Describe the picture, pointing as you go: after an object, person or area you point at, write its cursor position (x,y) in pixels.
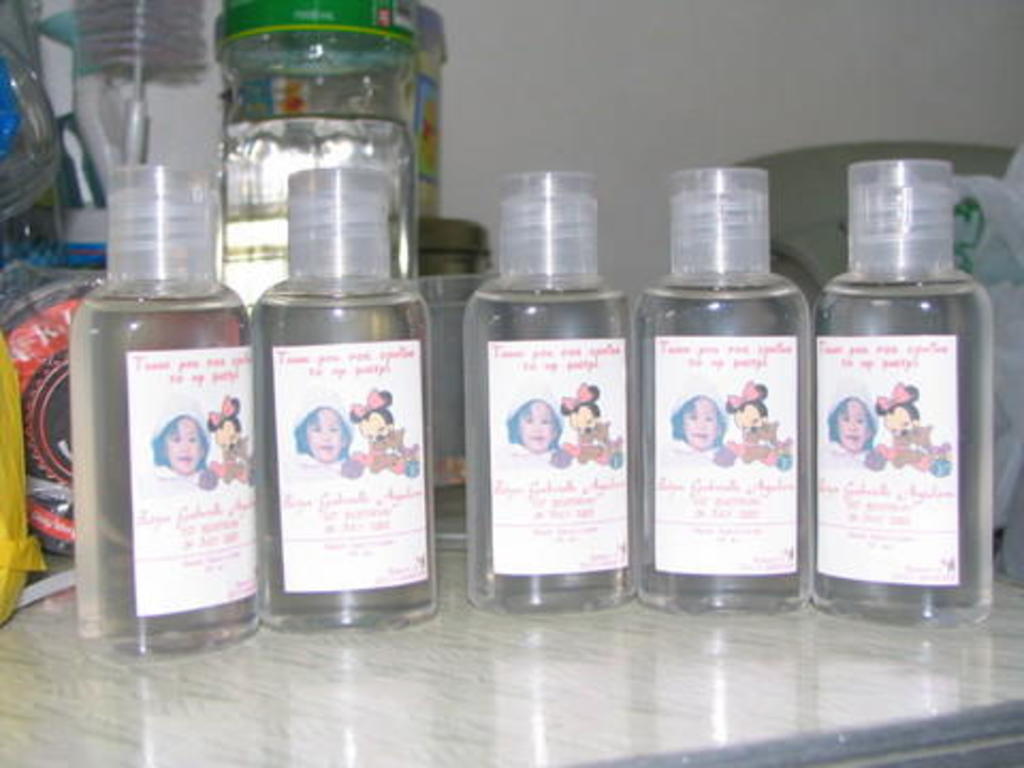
In this picture we can see bottles (705,251) with stickers (709,443) sticked to it and in background (12,213) we can see jar (396,100), some plastic cover (31,348), wall (597,140) and this bottles (550,376) are placed on a table (438,700).
